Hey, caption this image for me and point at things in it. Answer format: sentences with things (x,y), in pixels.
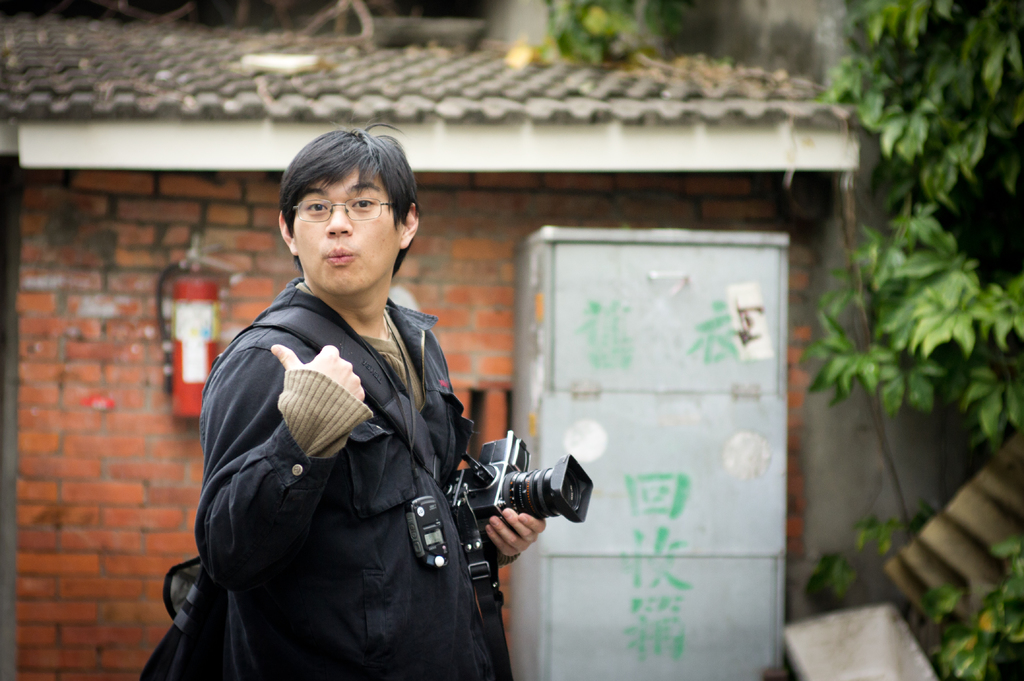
As we can see in the image, there is a man (387,445) standing in the front (355,256). He is wearing spectacles (319,202) and holding camera (510,432) in his hand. Behind him there is a red color brick wall (112,397). On the right side (987,298) there is a tree (981,339).
